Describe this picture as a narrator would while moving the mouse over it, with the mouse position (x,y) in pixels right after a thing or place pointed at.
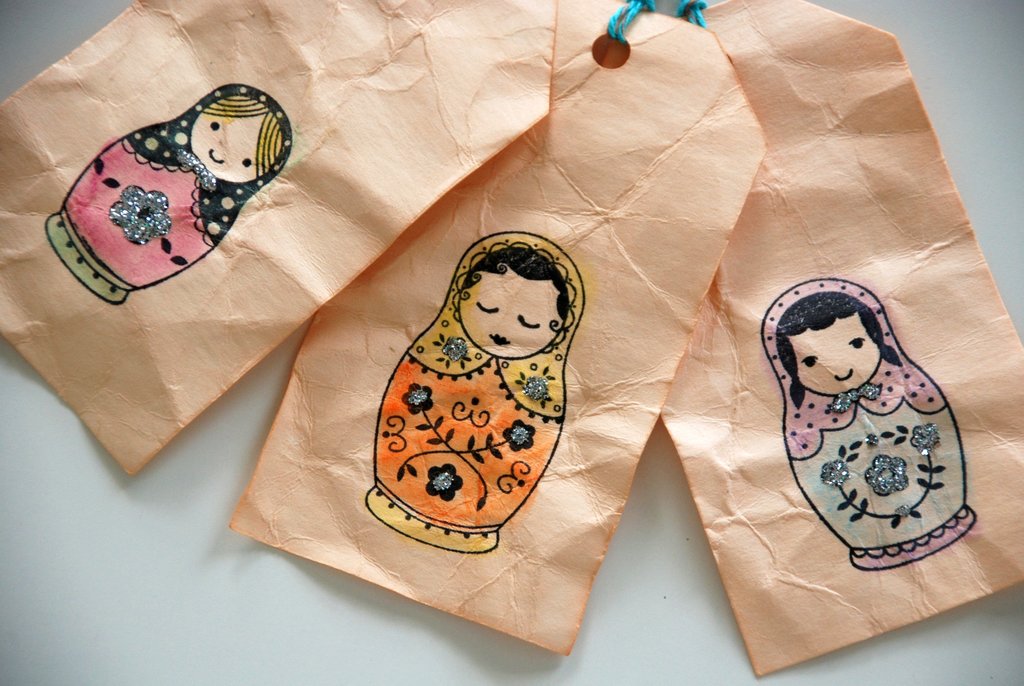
In this image I see the white color surface (982,643) on which there are 3 tags (615,315) on which there is an art (511,309) and I see the blue color threads (625,20) over here.
